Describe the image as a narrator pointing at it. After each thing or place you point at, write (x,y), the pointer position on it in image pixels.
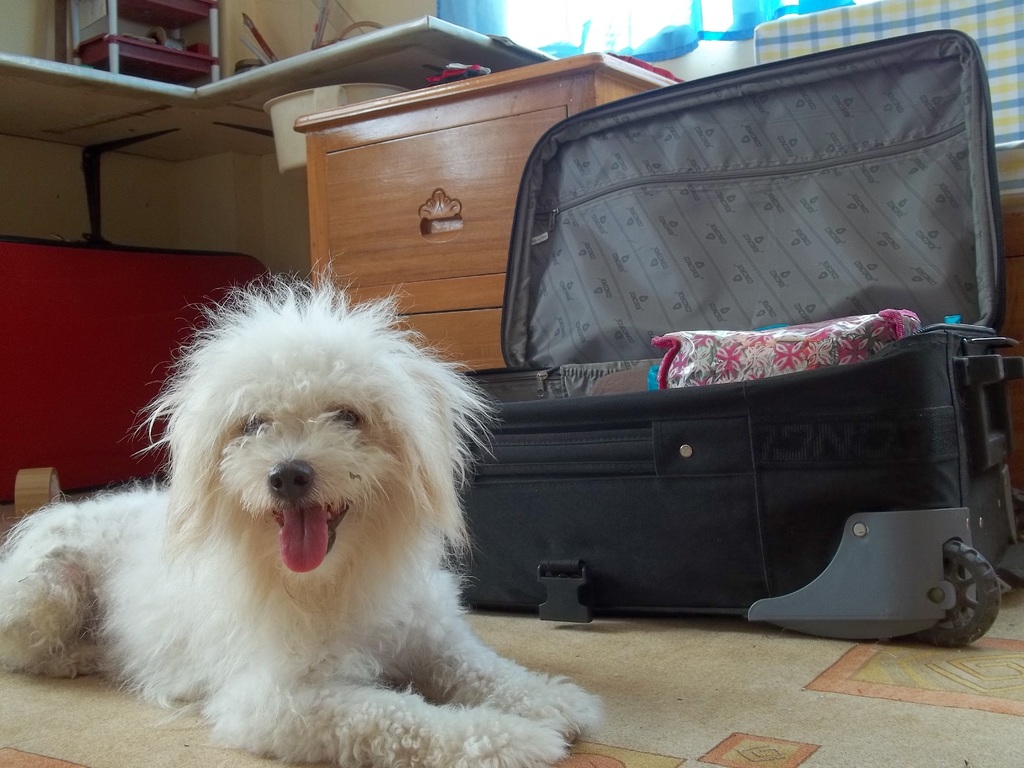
This is an inside view. on the left side of the image (241,652) we can see a white color dog (275,612) sitting on the floor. Just beside that there is a luggage bag (563,454), beside that there is a table (466,147). In the background (334,28) we can see a wall (31,17) and one window (567,7).
